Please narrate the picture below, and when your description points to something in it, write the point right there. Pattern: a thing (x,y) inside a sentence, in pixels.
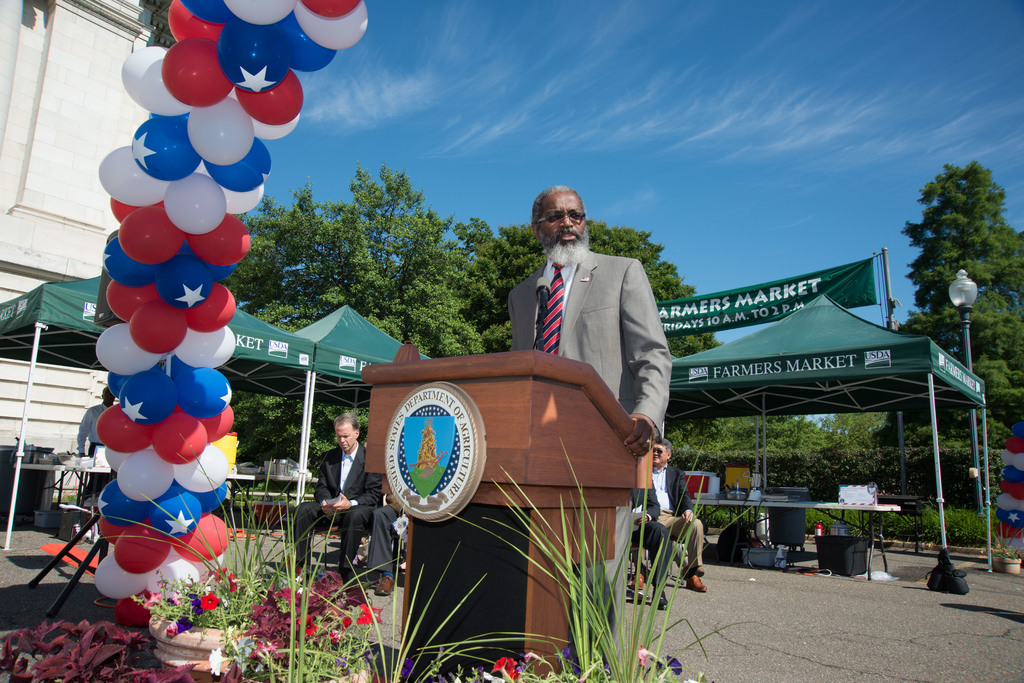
In the foreground (492,499) I can see houseplants (593,619), balloons (220,543), tents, one person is standing in front of a table (522,442) and two persons (351,448) are sitting on the chairs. In the background (268,467) I can see tables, building (38,184), trees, light poles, grass (859,516), utensils (285,464) and the sky (777,49). This image is taken may be during a day.
